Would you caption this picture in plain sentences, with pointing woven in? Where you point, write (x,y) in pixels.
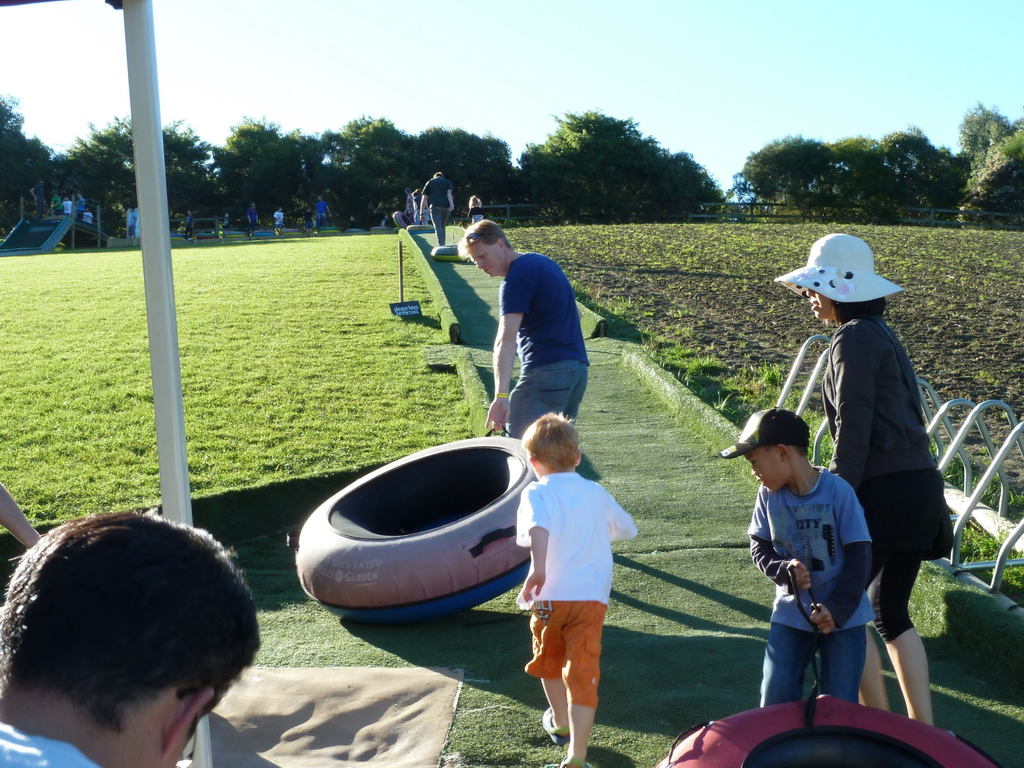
There is a person (557,318) standing and holding an object (454,505) in his hand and there are few other people (885,555) behind him and the ground (279,340) is greenery (279,340) and there are trees (367,177) in the background (563,175).
